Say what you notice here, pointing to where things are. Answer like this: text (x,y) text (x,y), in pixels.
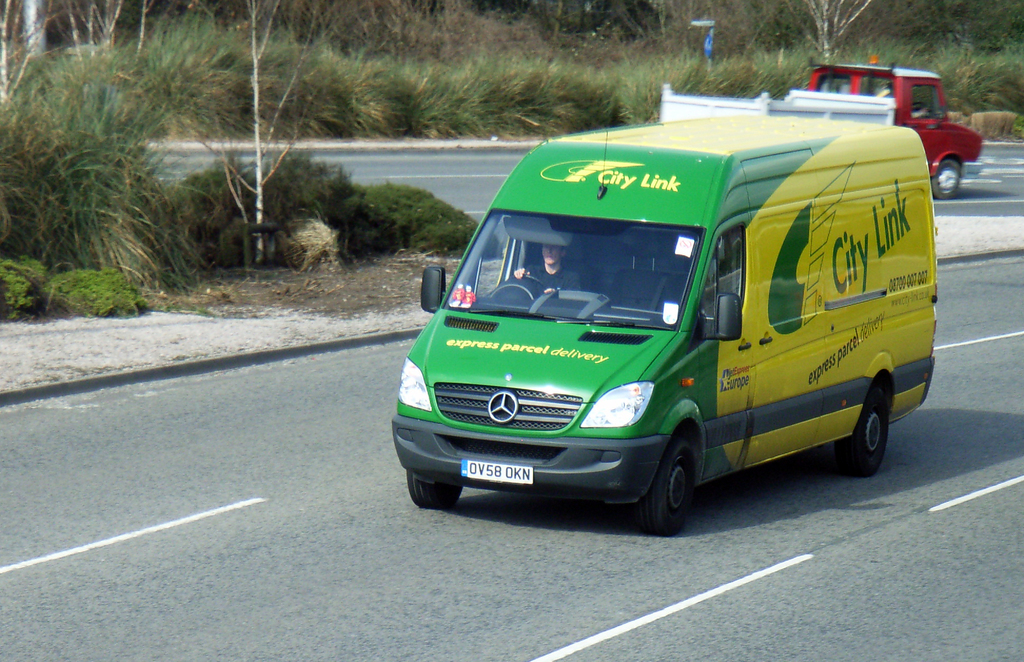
In this image we can see motor vehicles (593,228) on the road (215,589) and bushes (498,88).
